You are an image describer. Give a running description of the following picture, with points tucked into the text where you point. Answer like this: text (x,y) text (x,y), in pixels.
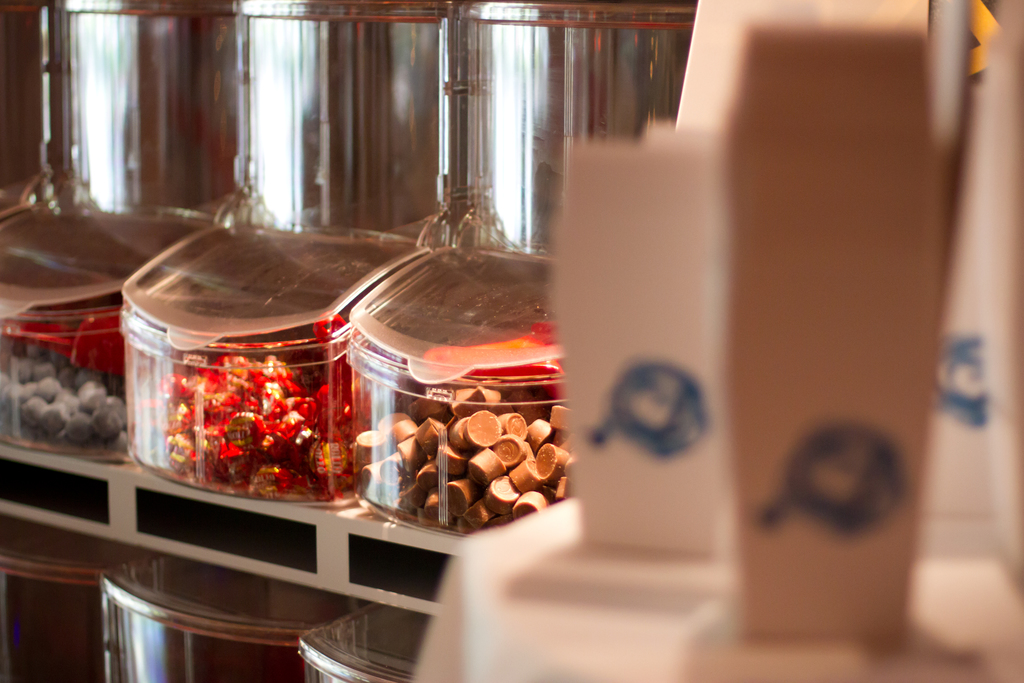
In the picture I can see some objects (333,400) in boxes (274,354). In front of the image I can see an object (763,405). The front side of the image is blurred.
